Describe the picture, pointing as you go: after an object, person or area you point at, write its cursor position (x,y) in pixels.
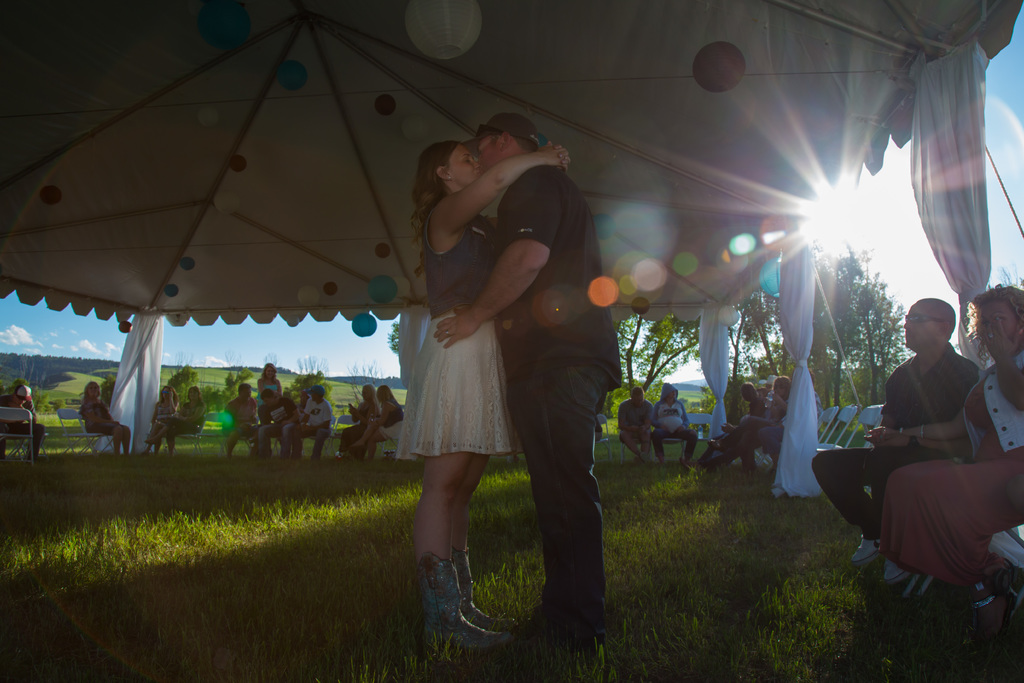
In this image I can see a group of people (651,408) are sitting on the chairs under the tent (796,448) and two persons (489,451) are standing on the grass (485,572). In the background (73,347) I can see trees (397,347), mountains (165,371) and the sky (392,361). This image is taken may be during a day.
